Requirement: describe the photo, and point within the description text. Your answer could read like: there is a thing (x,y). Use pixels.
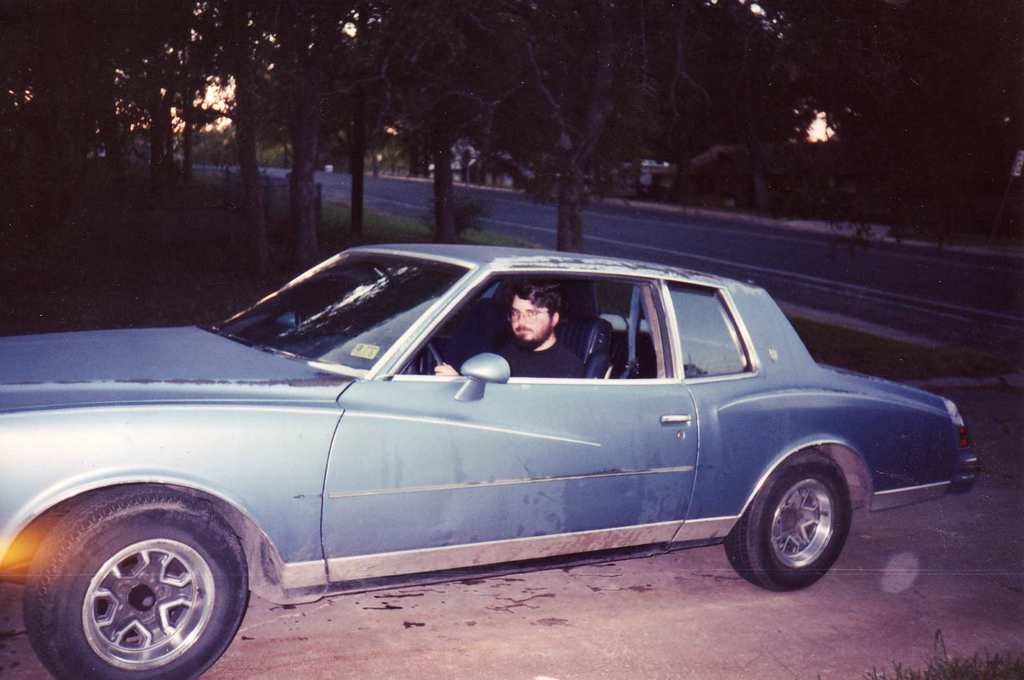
In this image we can see a person (521,316) sitting inside the blue car (564,324). In the background (246,100) we can see trees (637,115) and road (749,227).
